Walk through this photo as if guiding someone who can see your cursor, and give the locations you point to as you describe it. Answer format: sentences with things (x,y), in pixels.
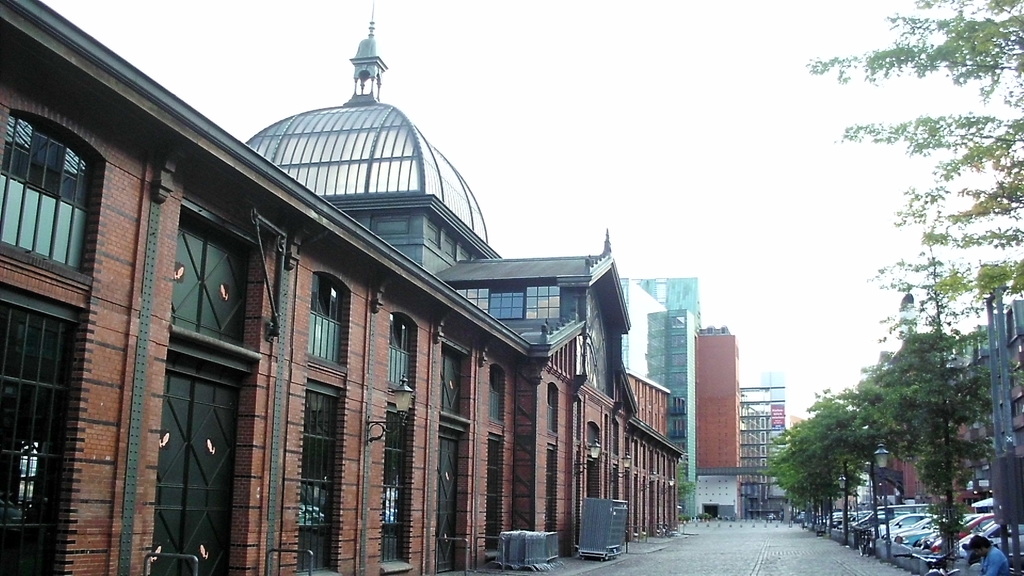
In this image, we can see a few buildings (533,405). We can also see some trees (872,419) and poles (1005,531). We can also see the ground (749,529). On the right (901,525), we can see some vehicles (917,533) and a person (995,564). We can also see the sky (567,187).
